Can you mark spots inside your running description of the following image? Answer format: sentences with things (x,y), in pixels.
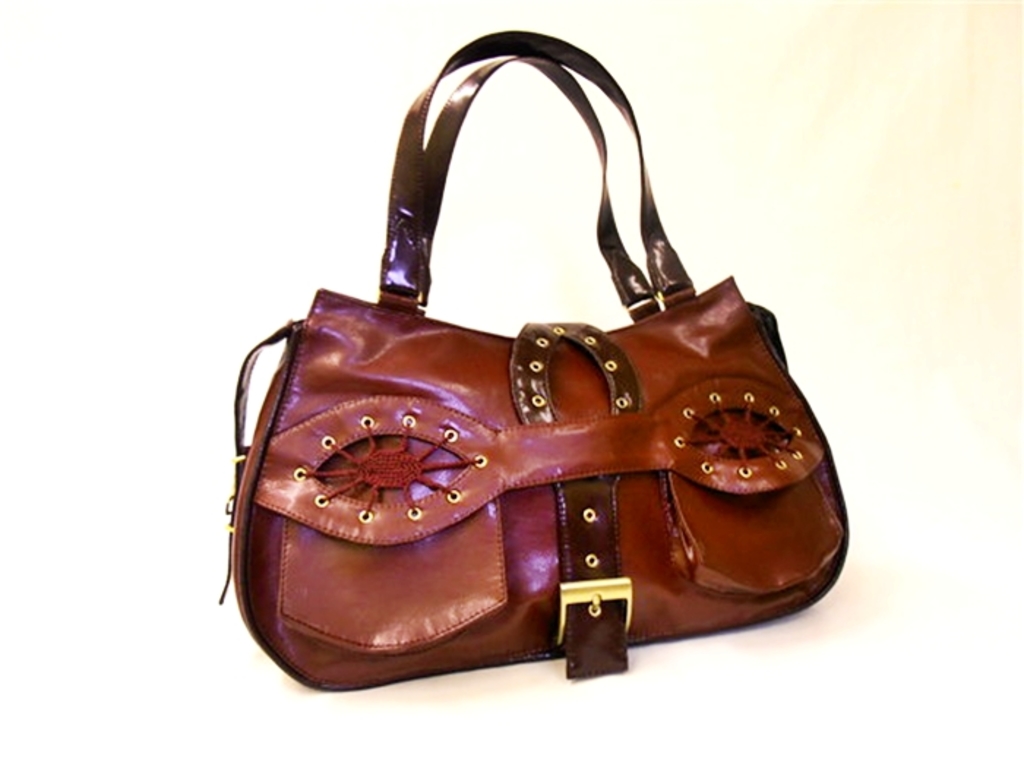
In this image, there is a bag (624,354) color red. This bag (304,386) contains handles (396,284) and belt (604,522).
